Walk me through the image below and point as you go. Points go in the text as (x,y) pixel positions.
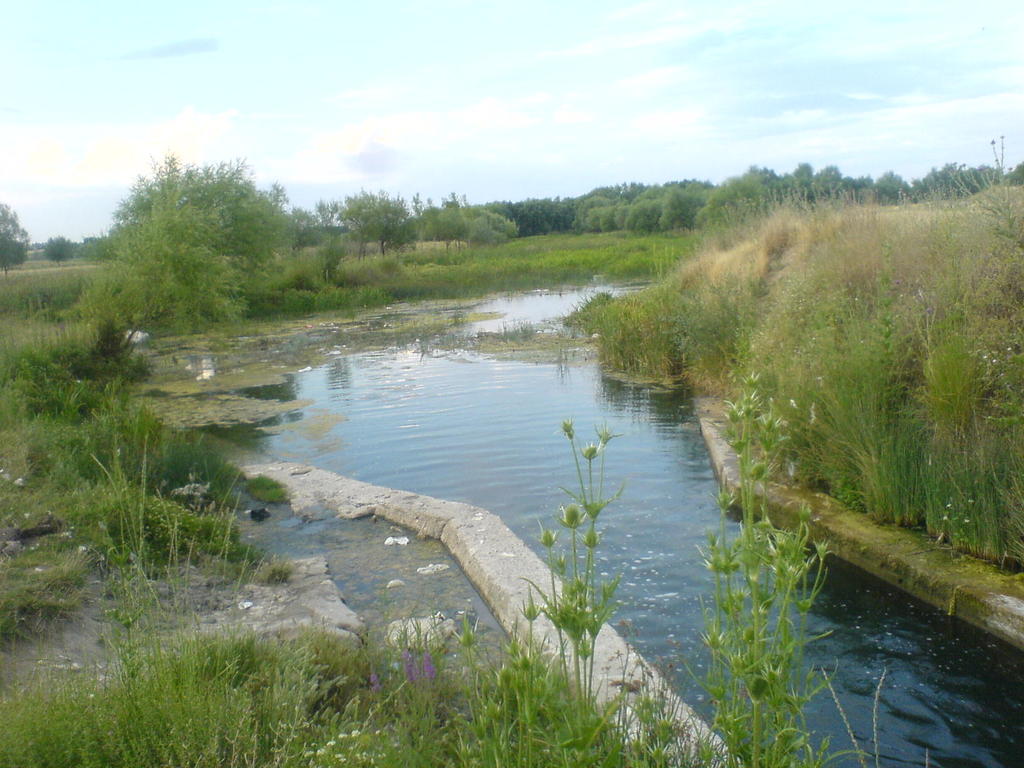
In this image I can see water (432,457), bushes (190,301), number of trees (623,188), clouds (42,139) and the sky (292,143) in background (586,118).
